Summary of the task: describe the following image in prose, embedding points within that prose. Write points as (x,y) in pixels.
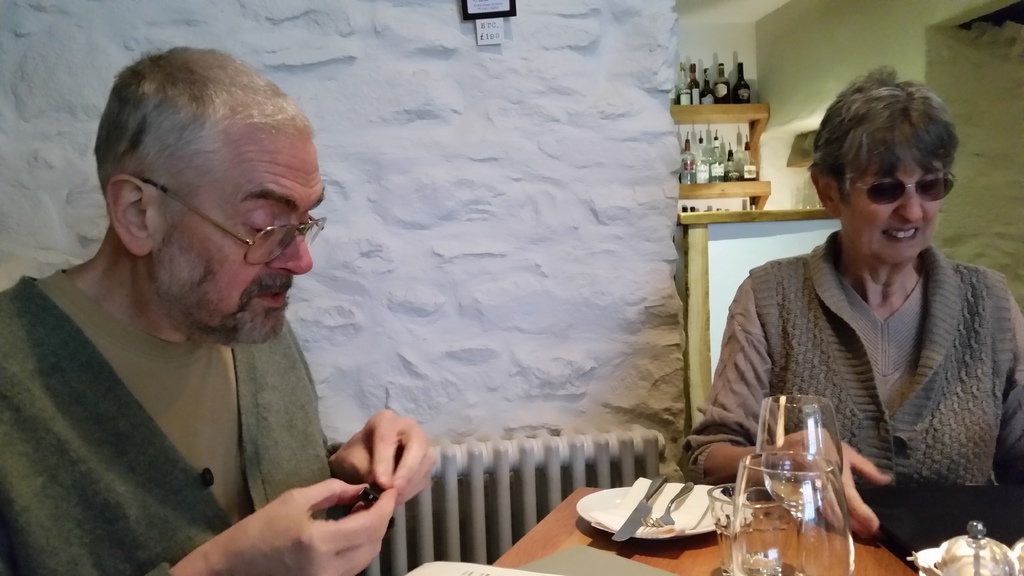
In the image we can see there are people (189,462) sitting on the chair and there are wine glasses (764,499), plate (682,512), knife (651,497) and fork (673,507) kept on the table (632,540). Behind there is a wall (655,166) and there are wine bottles (724,79) kept in the racks (727,120).
